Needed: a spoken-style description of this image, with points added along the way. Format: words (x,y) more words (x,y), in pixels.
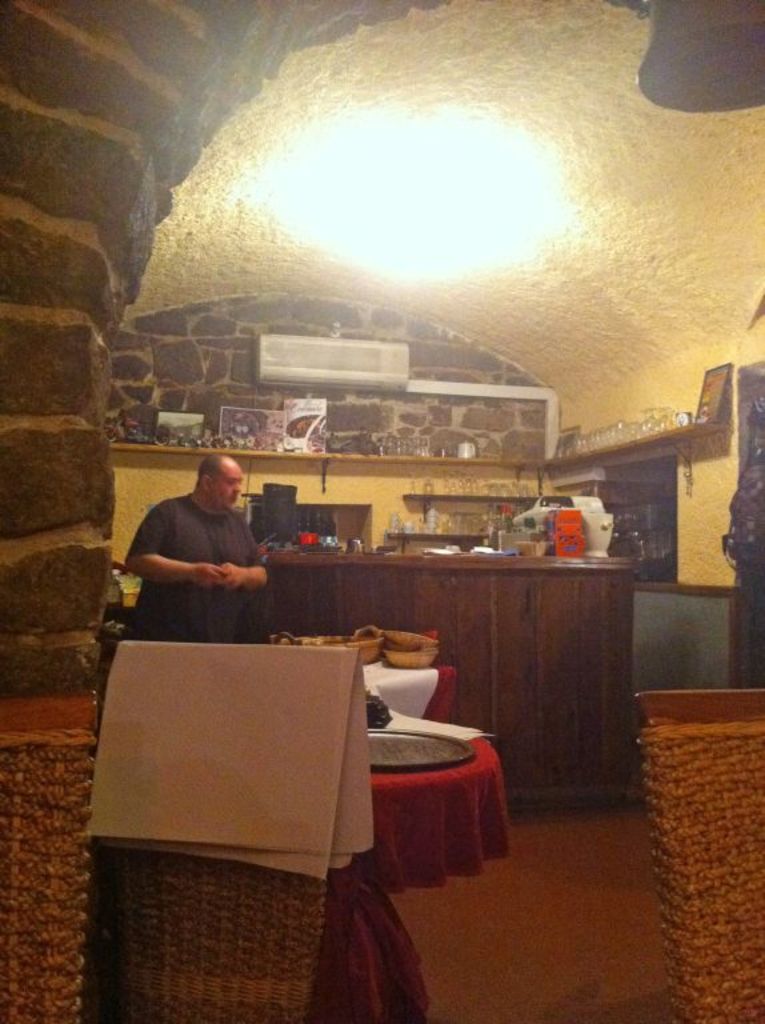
In this image on the left side (147,586) there is one person (181,608) standing, and in the foreground (688,769) there are some baskets (59,803), boards (104,762), wall (63,525), table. And in the background (447,594) there are cupboards (457,610), baskets (390,651), bowls (406,645), glasses (589,442), photo frame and some other objects (584,513). And in the center (363,361) there is an air conditioner (282,345), at the top (438,185) there is ceiling (532,183) and light (532,183). At the bottom (516,937) there is floor (481,888).
